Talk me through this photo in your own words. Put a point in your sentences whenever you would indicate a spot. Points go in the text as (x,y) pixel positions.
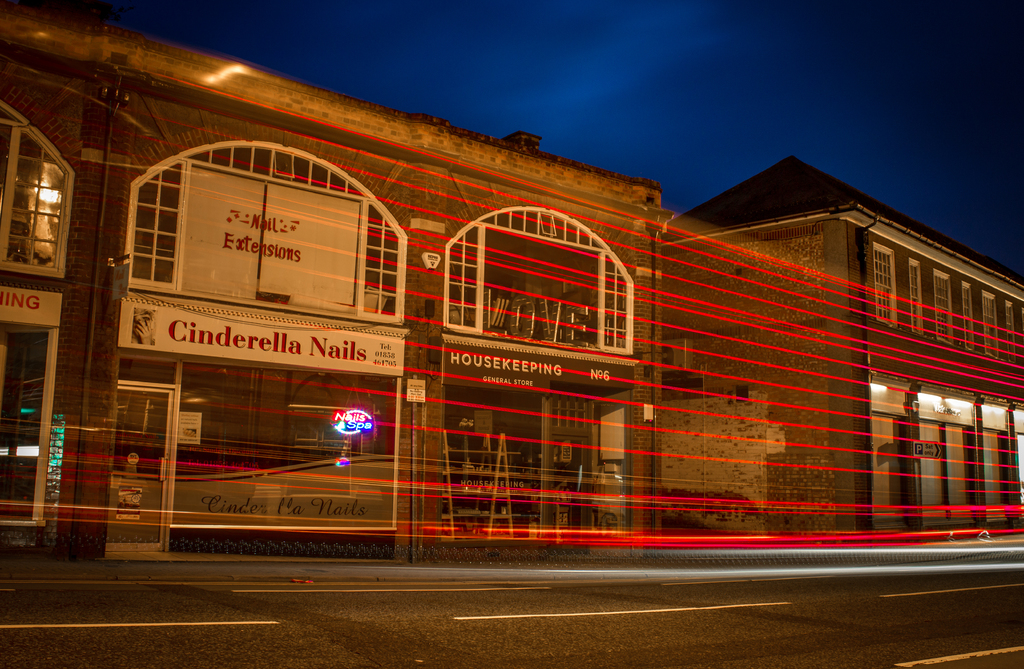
In the picture I can see buildings (495,510), red color lines (715,501), road (736,635) which has white lines (537,615) on it and board (349,340) which has something written on them. In the background (627,110) I can see the sky (657,110).
